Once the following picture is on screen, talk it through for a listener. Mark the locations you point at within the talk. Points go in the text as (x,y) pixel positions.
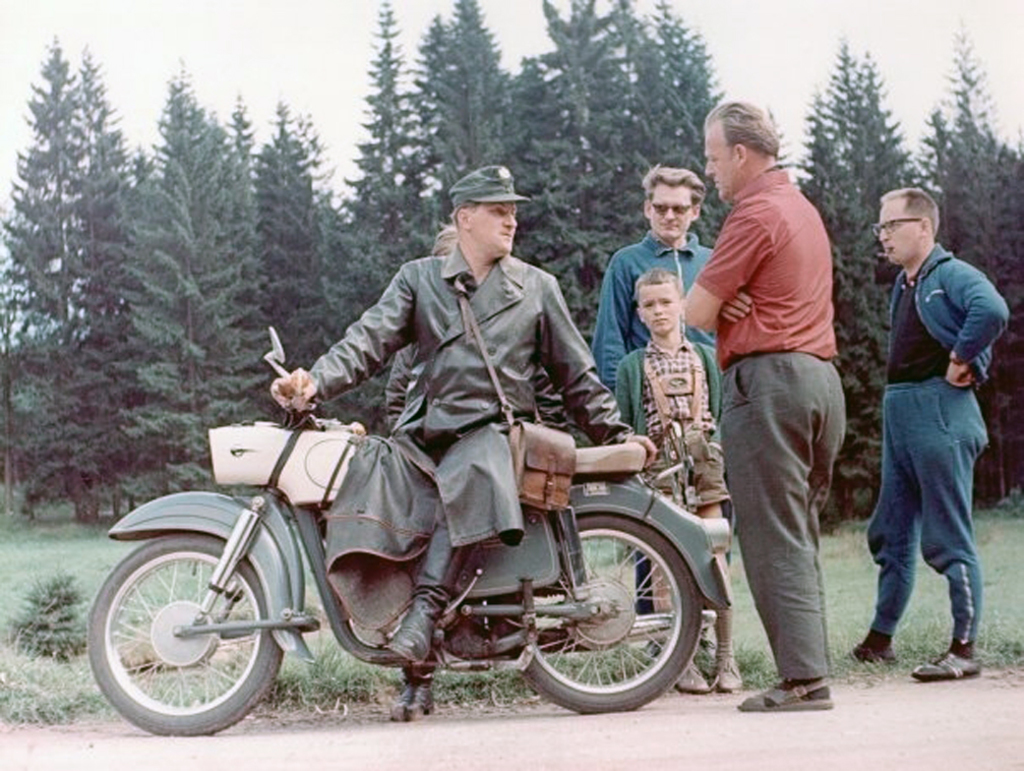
In this picture here we have 6 person (651,352) present. At the center (497,388) we can see a man (459,430) sitting on motorcycle (172,608), he wears handbag (537,457), cap (463,196), shoes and coat (457,464). At the right (953,279) we can see the other persons (808,279) listening to center person (532,289). They are discussing something and in the background (223,263), we can see trees (859,138), sky (782,68) present. At the bottom (631,770) we can see road (951,733), beside it we have grass (78,573).
